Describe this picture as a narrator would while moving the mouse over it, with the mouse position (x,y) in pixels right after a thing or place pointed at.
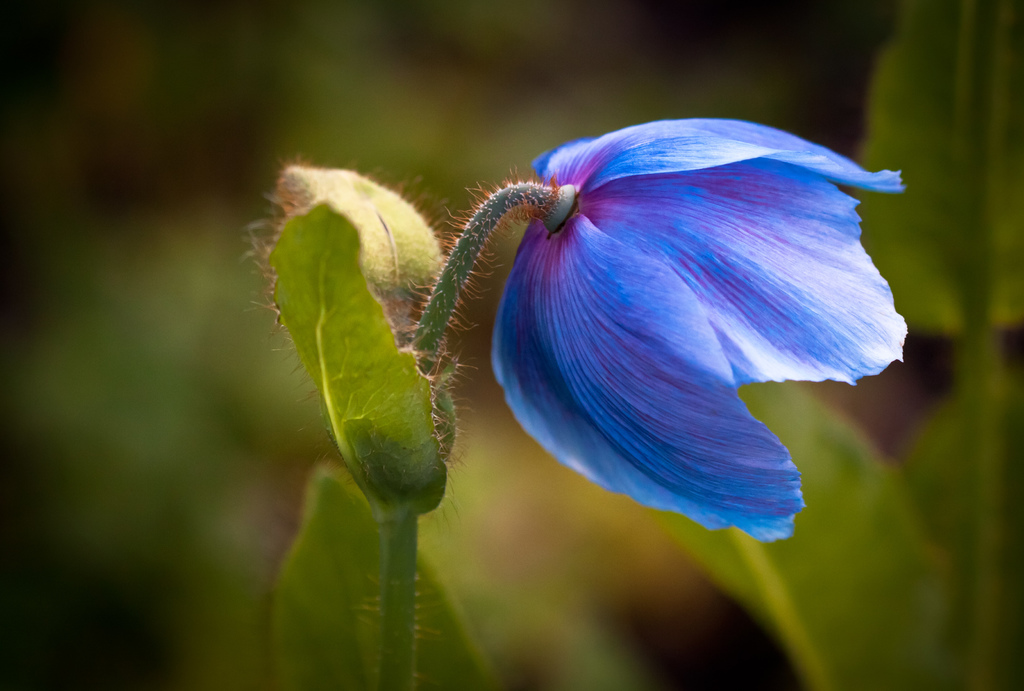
In this image we can see one plant (542,403) with blue color flower (749,508), some plants (847,650) and there is the green blurred background (101,597).
